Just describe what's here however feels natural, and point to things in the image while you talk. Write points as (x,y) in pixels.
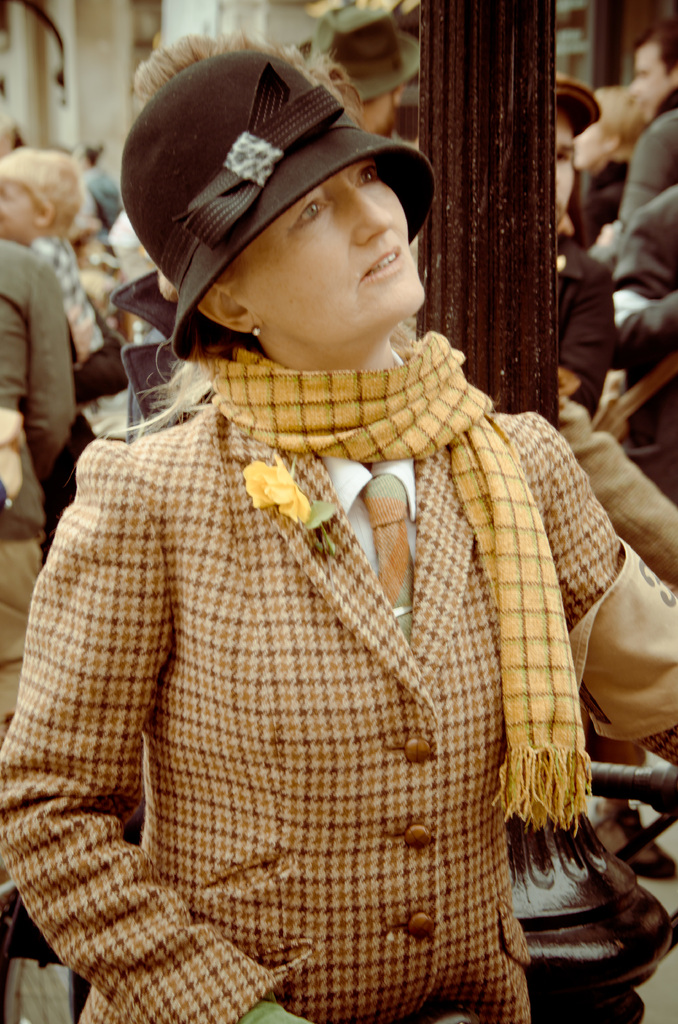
In this image in the foreground (328,501) there is one woman (328,501) who is wearing a scarf (521,475) and hat (290,205), in the background (91,254) there are a group of people (594,302), pole (517,260) and buildings (81,112).
